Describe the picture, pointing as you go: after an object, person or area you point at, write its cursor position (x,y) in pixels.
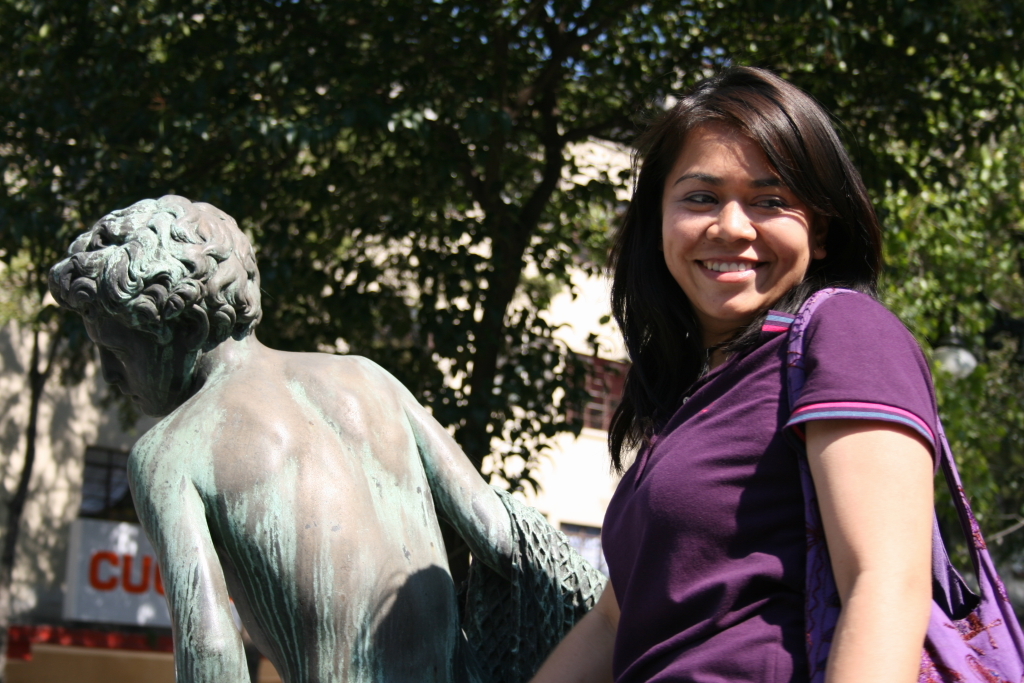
In this image I can see a person (805,360) smiling and wearing purple top (826,391) and a bag (800,466). Back I can see a statue (301,438). Back I can see few trees (569,196), building (64,433) and few boards (105,561).
